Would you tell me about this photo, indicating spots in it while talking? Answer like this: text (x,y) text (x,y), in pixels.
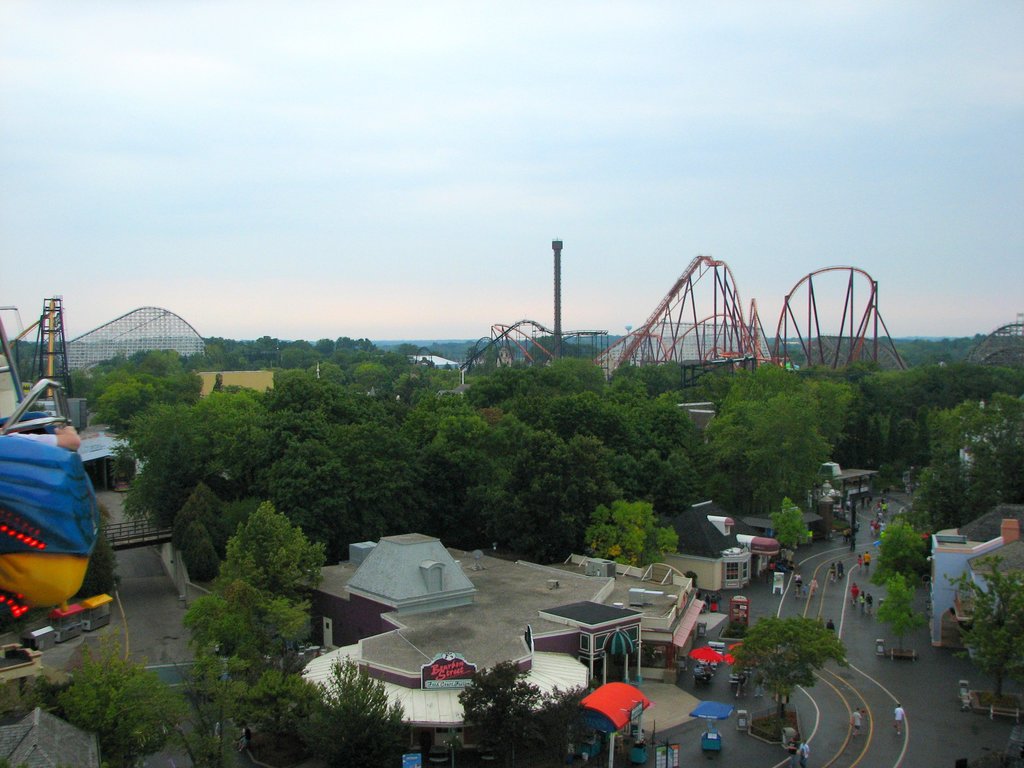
There are few people (859,562) standing and walking on the road (824,730) on the right side (839,707). In the background (310,367) there are buildings (384,563), trees (268,488), amusing rides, poles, fence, hoardings (452,688), tents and clouds (468,176) in the sky (635,252).
